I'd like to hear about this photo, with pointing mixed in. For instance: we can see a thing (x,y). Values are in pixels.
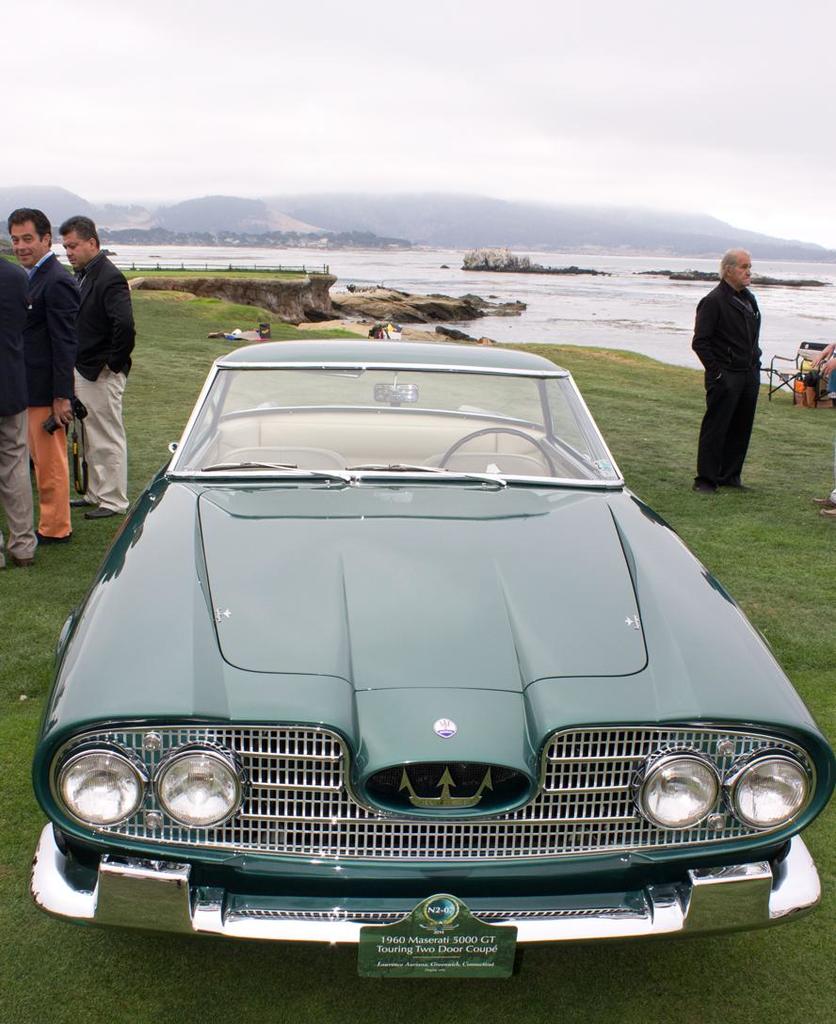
In the picture we can see a vintage car (136,583) parked on the grass surface (815,660) which is light green in color and on the other sides we can see some persons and in the background (339,277), we can see water (421,266) and some rocks (470,266) and we can also see a sky (496,116) with clouds (609,146).
